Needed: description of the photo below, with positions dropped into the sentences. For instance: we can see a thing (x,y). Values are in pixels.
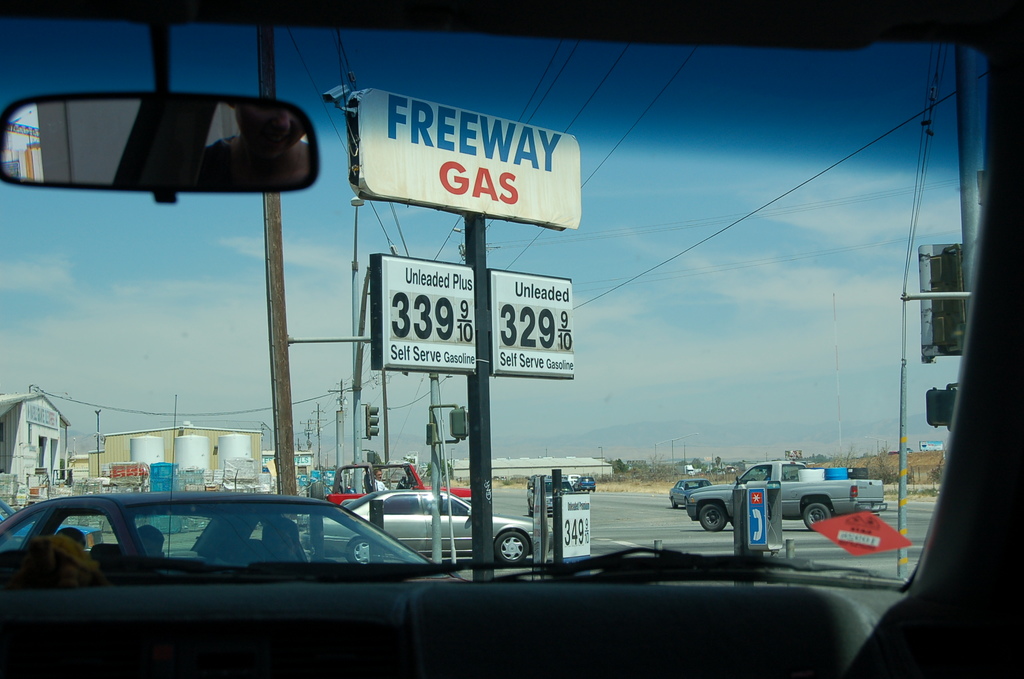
This is the inside view of a vehicle (344,625) through the vehicle glass door (172,351) we can see vehicles (325,550) on the road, trees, poles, traffic signal poles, hoardings (487,194), electric wires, buildings (107,459), objects (57,480) and clouds (170,302) in the sky (72,258).
